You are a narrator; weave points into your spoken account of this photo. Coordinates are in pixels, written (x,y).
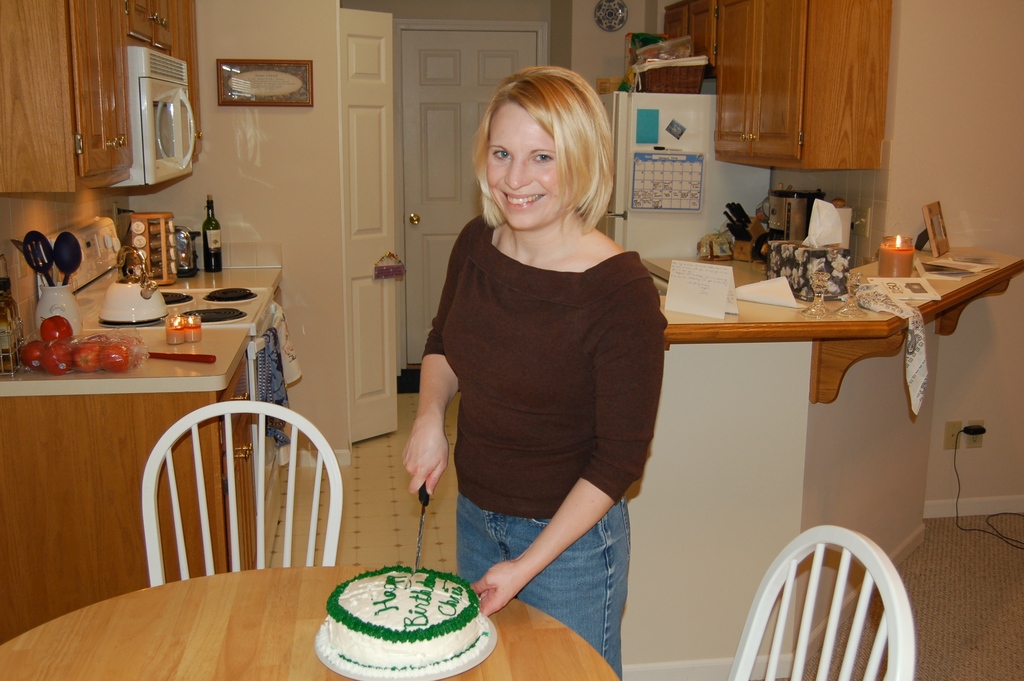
As we can see in the image there is a white color wall (317,190), door (434,68), a woman (476,229) standing over here, a table (186,592). On table (216,653) there is a cake (390,602), chairs (260,468), candle (905,247), photo frame (930,220), fruits (96,366), gas (222,303) and a bottle (208,234) on table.
